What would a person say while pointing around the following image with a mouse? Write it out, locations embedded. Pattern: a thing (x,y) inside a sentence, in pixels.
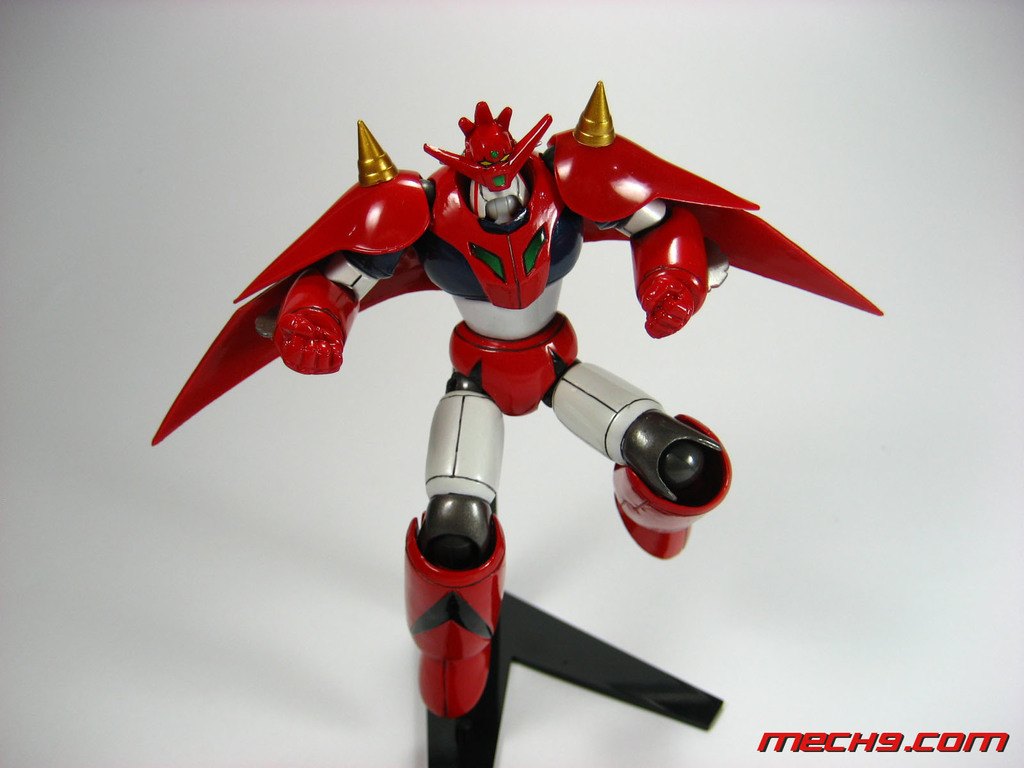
In this image I can see a robot (711,508), text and ash color background (936,89).
